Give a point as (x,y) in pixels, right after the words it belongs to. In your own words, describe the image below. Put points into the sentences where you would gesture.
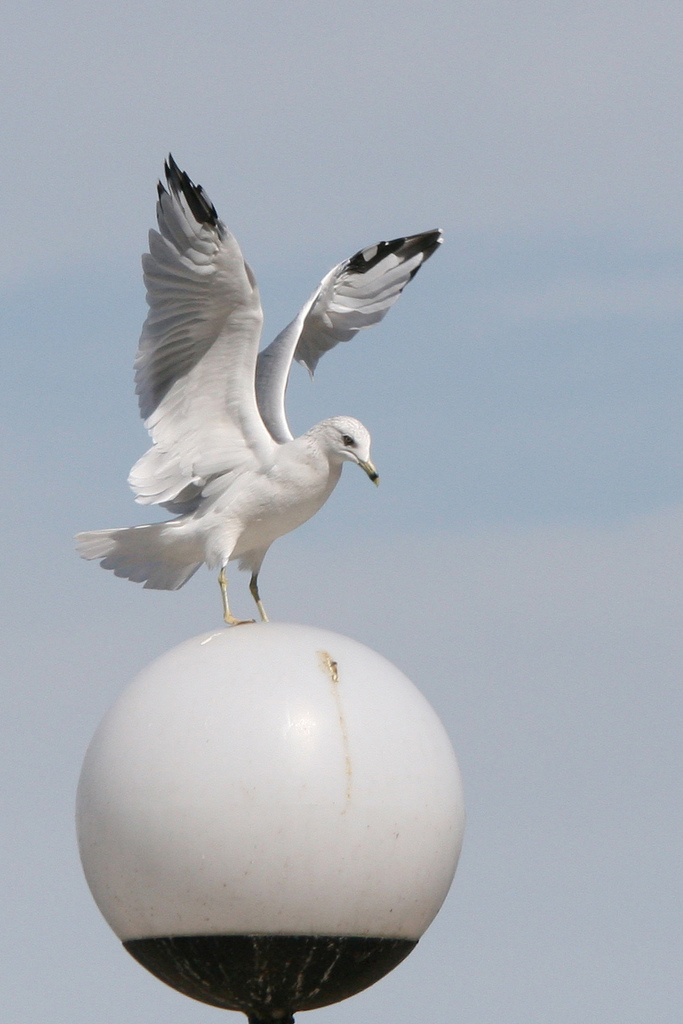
In this image we can see a bird (253,517) on the street light (280,731). In the background (468,429) there is sky (504,379).
